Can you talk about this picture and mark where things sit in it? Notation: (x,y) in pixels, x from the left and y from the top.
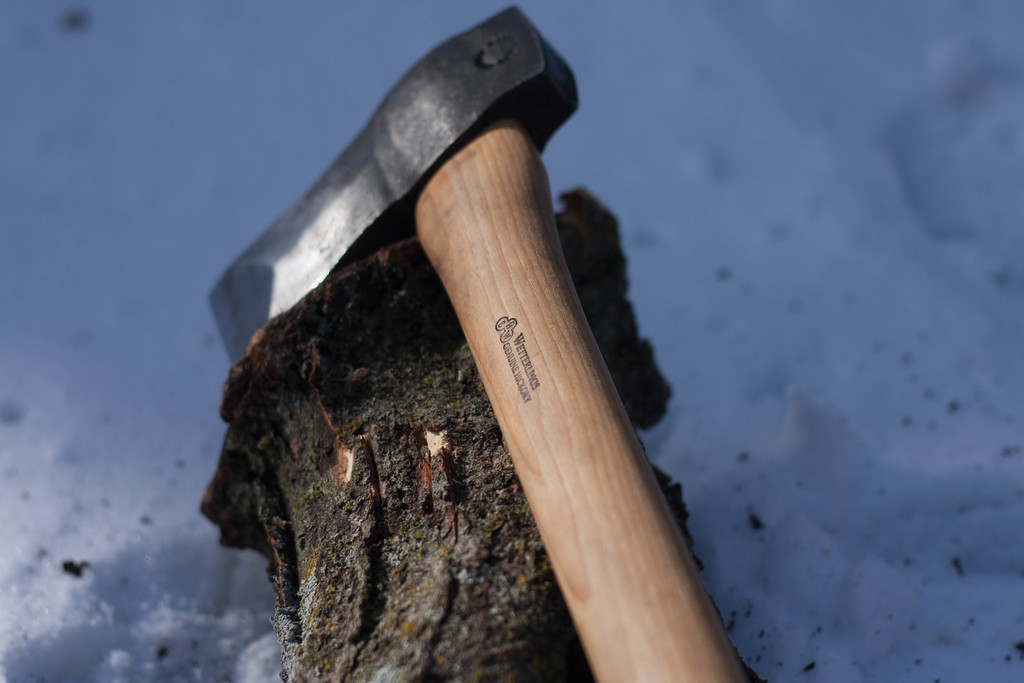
In this image I can see an axe (570,526) which is brown, cream and black in color and a wooden log (463,467) which is black and brown in color on the snow (130,456).
